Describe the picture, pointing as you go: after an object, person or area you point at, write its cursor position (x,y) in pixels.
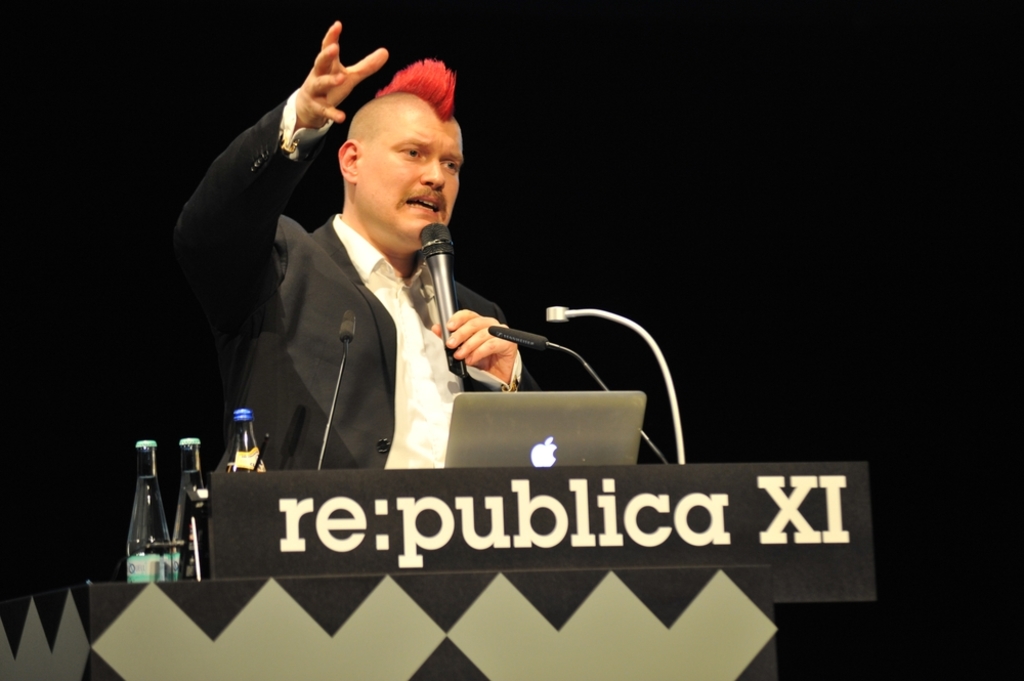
In this image there is a podium (657,555), a person (273,321), mike's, laptop (544,426) and bottles (149,572) in the foreground (281,530). And the background (861,58) is black.
